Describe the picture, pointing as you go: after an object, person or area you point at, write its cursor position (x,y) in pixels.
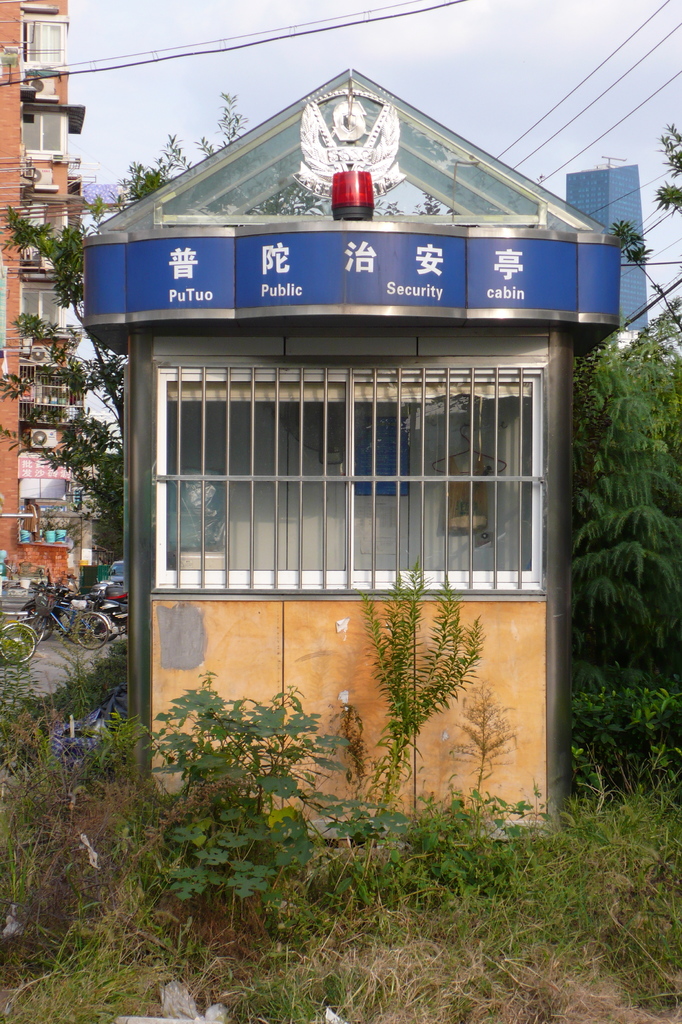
In this picture I can see the booth (387,529). I can see plants (415,831) and trees (672,475). I can see the buildings (64,311). I can see electric wires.
